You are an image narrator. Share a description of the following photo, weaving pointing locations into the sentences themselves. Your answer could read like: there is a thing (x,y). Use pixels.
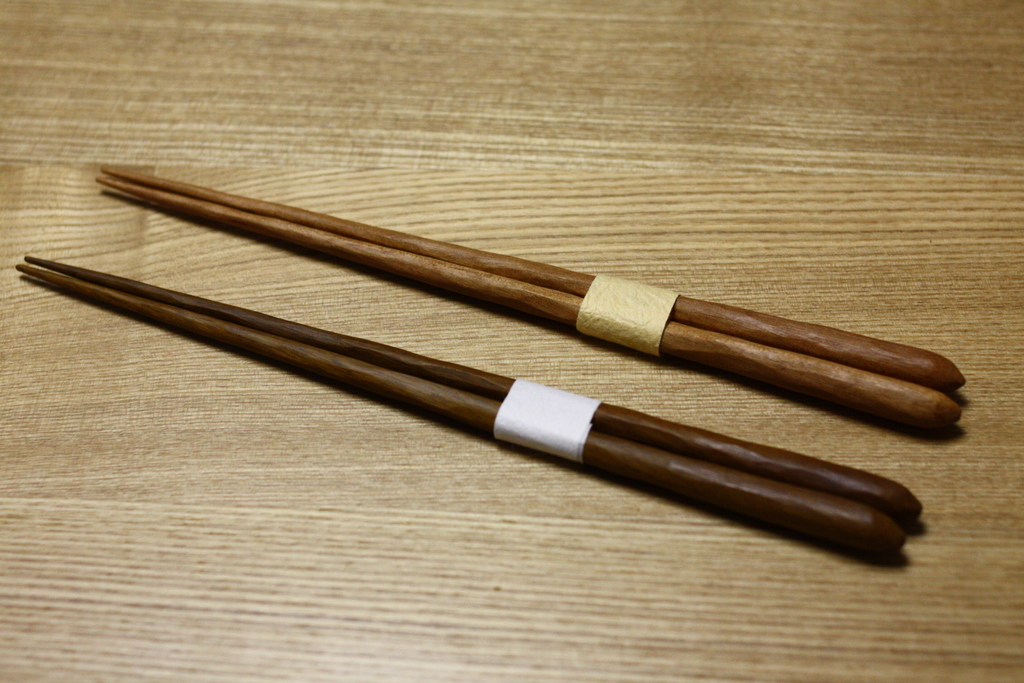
In this image there are two pairs of chopsticks (661,479) placed on the wooden table (451,235).
